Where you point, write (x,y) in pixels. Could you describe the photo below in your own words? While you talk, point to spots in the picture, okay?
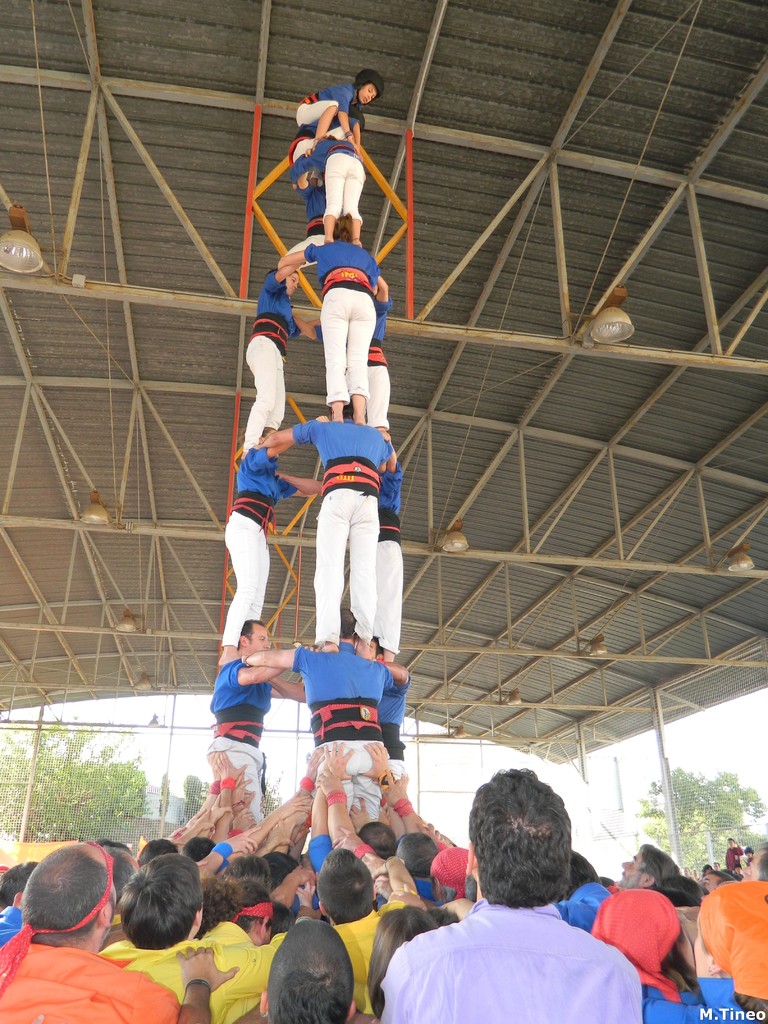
In this picture there are group of people (341,195) performing acrobatics. At the bottom (315,846) there are group of people (294,903) standing. At the back (48,808) there is a fence (105,801) and there are trees (669,780). At the top (77,38) there is a roof (556,417) and there are lights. At the bottom right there is text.
